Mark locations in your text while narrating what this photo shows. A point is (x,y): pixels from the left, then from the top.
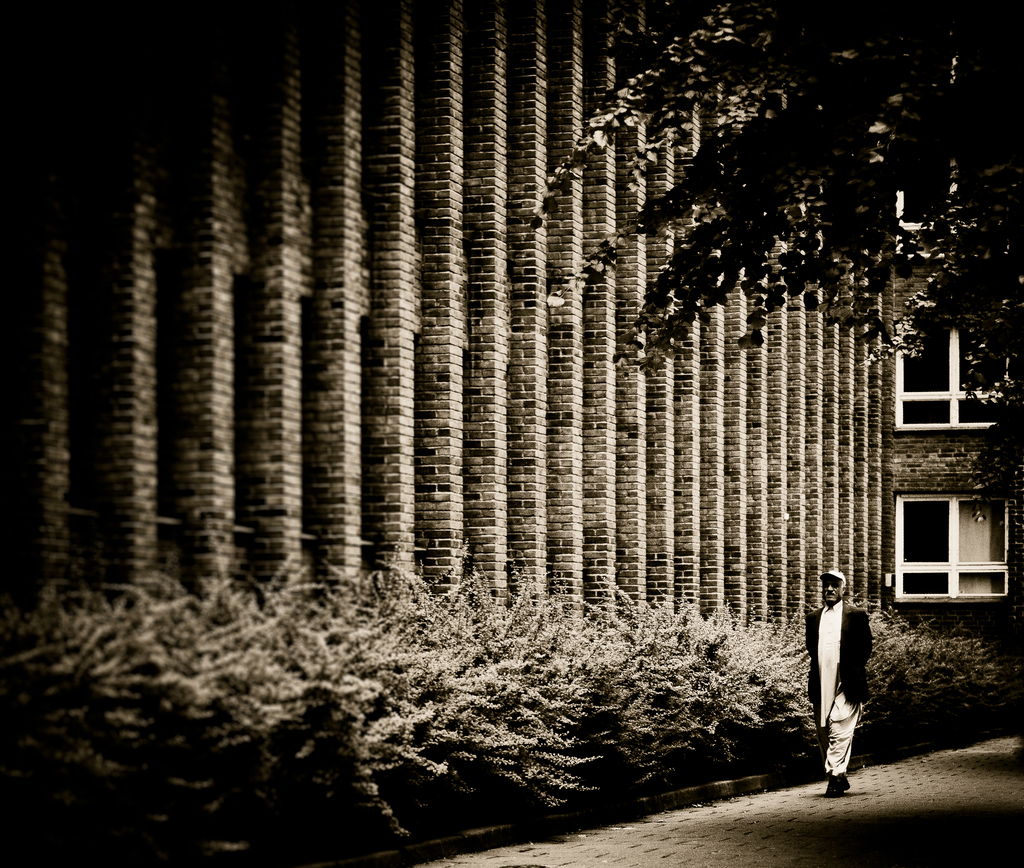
On the right side of the image (822,606) we can see a man (843,667) is walking and also we can see windows (949,510), tree (983,403) are present. In the background of the image (461,436) wall (458,422) is there. At the bottom of the image (458,683) we can see some plants (542,729), ground (748,815) are there.
